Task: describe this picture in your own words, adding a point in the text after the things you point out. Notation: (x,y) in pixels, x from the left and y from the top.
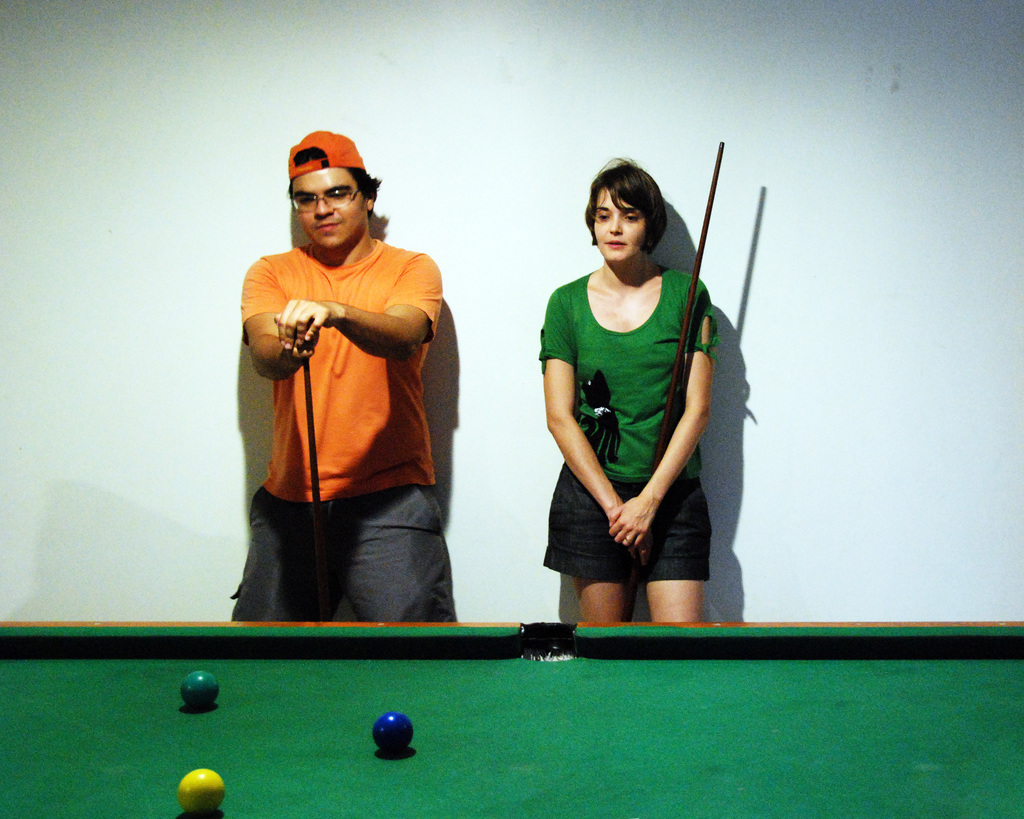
In this picture there are two person (562,554) one man (353,442) one woman (645,430) standing near the wall (548,207). They are holding sticks (718,160). The man (349,406) is wearing orange t shirt (353,362) and orange cap (336,144). The woman (573,392) is wearing green t shirt (624,386). in front of them there is a snooker table (337,794). On the table (619,744) there are three balls (196,790). The wall (111,442) is white in color.
